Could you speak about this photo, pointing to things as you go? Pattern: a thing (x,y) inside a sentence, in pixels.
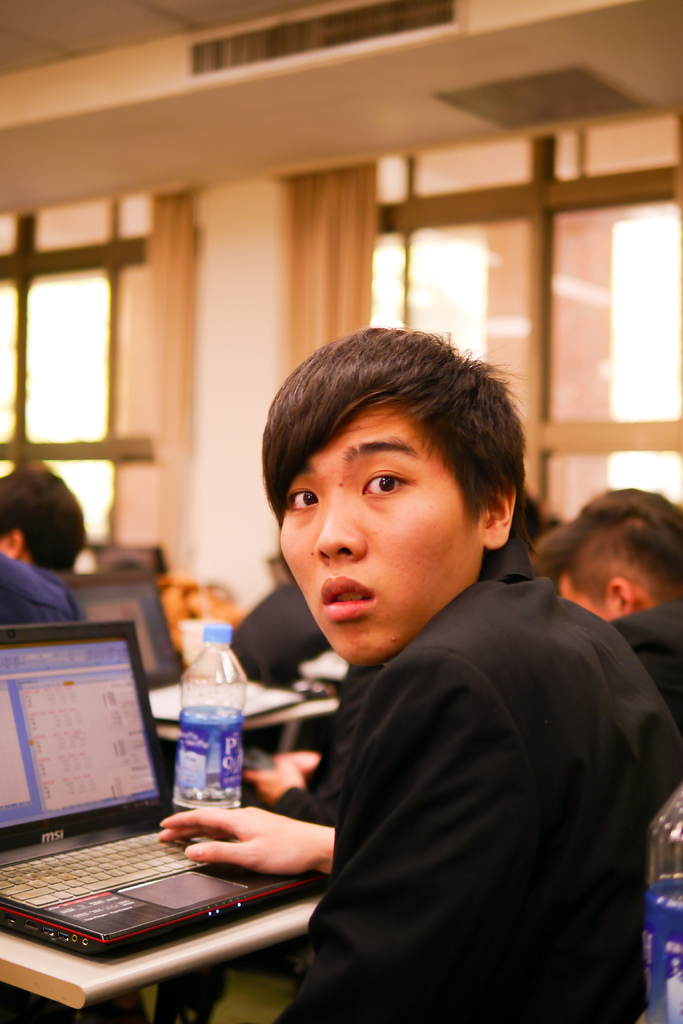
Here we can see a person (427,392) in the center (361,344) and he is working on a laptop (8,804) which is kept on this table (45,973). Here we can observe a few people (27,590) and a glass window (386,294).
